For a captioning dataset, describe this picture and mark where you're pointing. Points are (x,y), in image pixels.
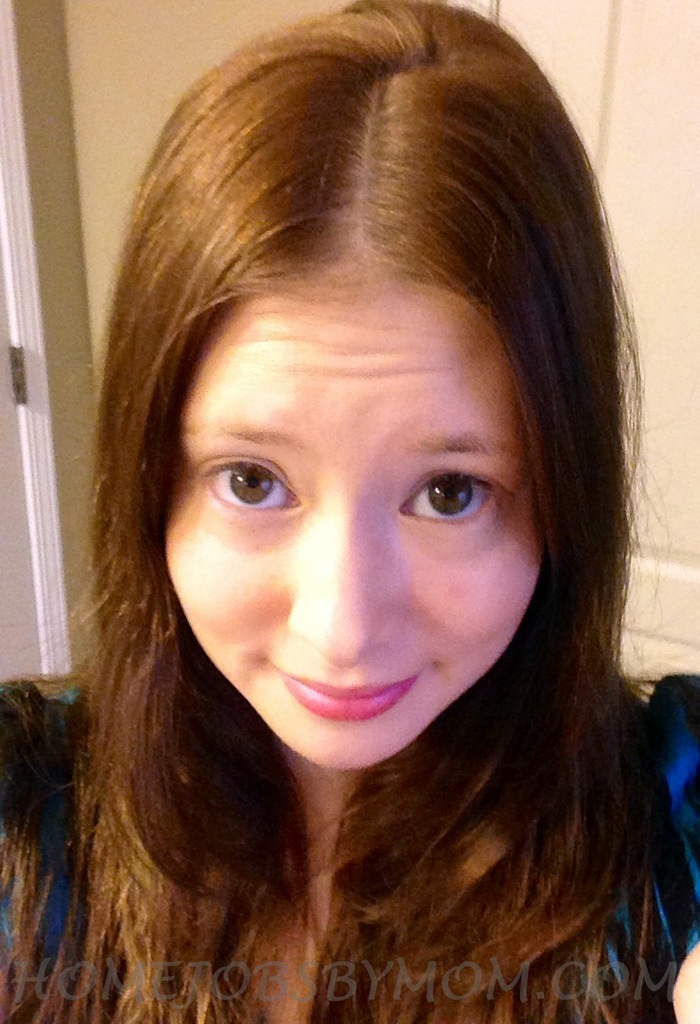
In this image we can see a girl (403,572) wearing a blue dress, behind her there is a wall (55,417), and a door (682,501).
